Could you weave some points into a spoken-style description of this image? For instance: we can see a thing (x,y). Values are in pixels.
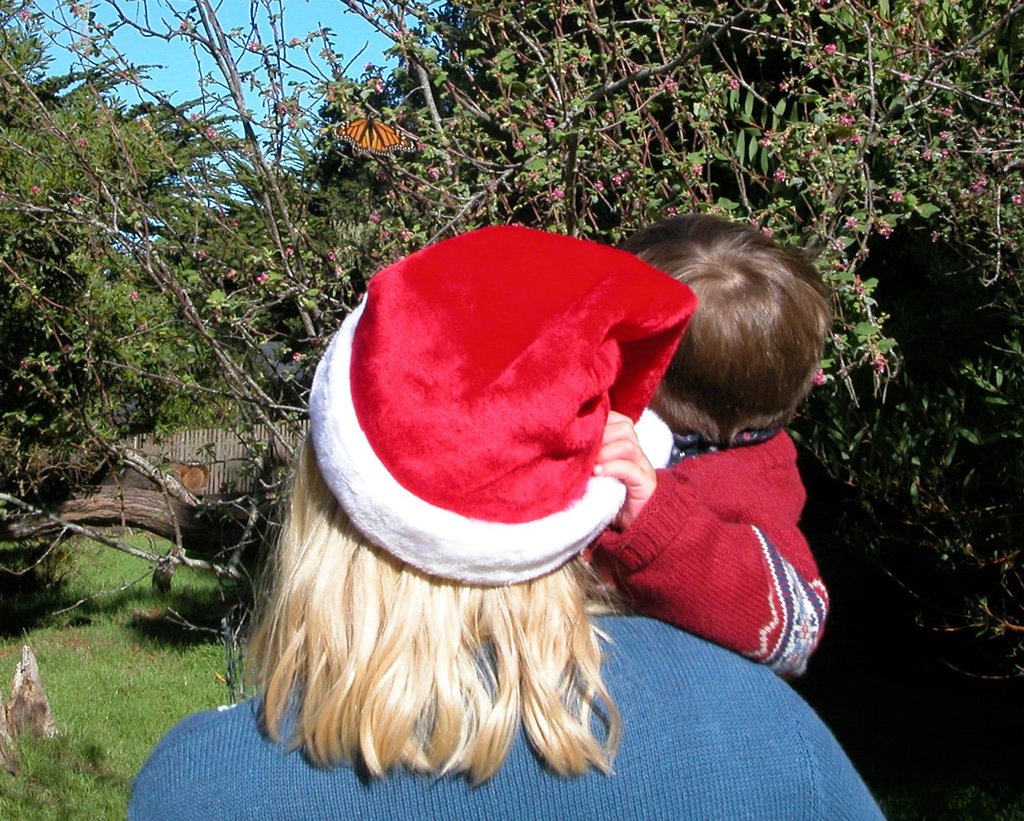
In the image there is a woman (453,469), she is holding a baby (666,519) in her arms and in the background (43,416) there are many trees (88,428) and behind the trees (132,503) there is a fencing (177,461).
